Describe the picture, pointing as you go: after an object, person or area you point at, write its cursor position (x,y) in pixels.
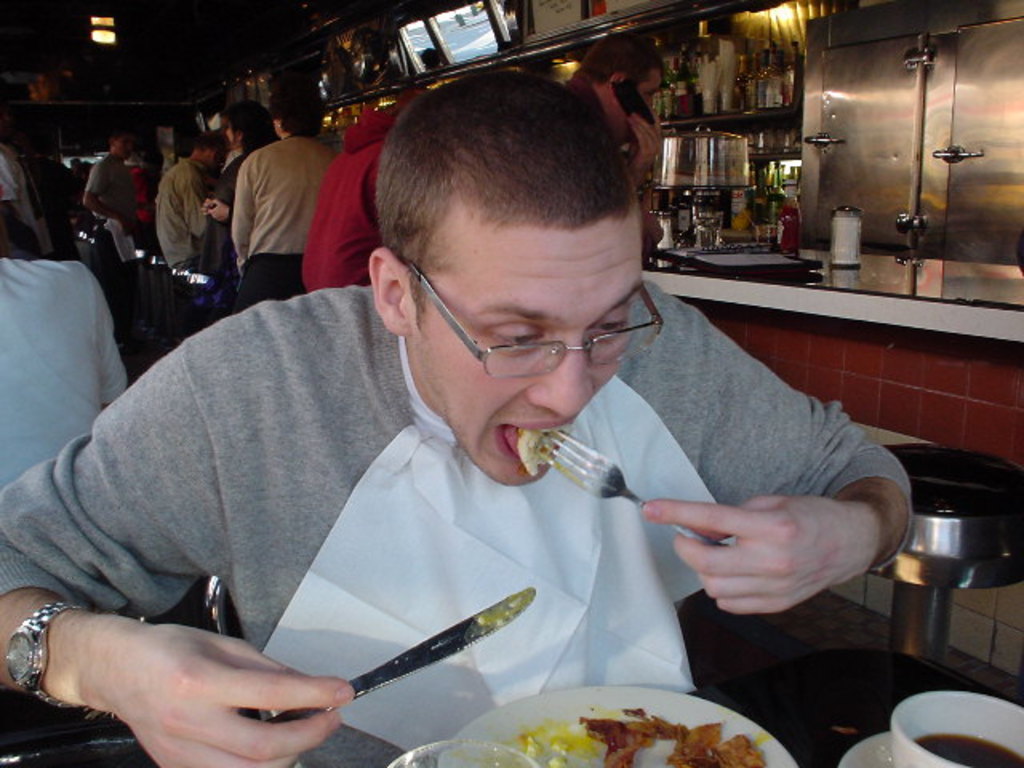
In this image I can see the person (499,328) eating food (720,742) and I can also see the food (709,735) in brown, yellow and cream color and the food (623,751) is in the plate (658,747). The plate (688,706) is in white color, background (705,134) I can see few persons (181,232) standing and I can see few utensils (673,177).
